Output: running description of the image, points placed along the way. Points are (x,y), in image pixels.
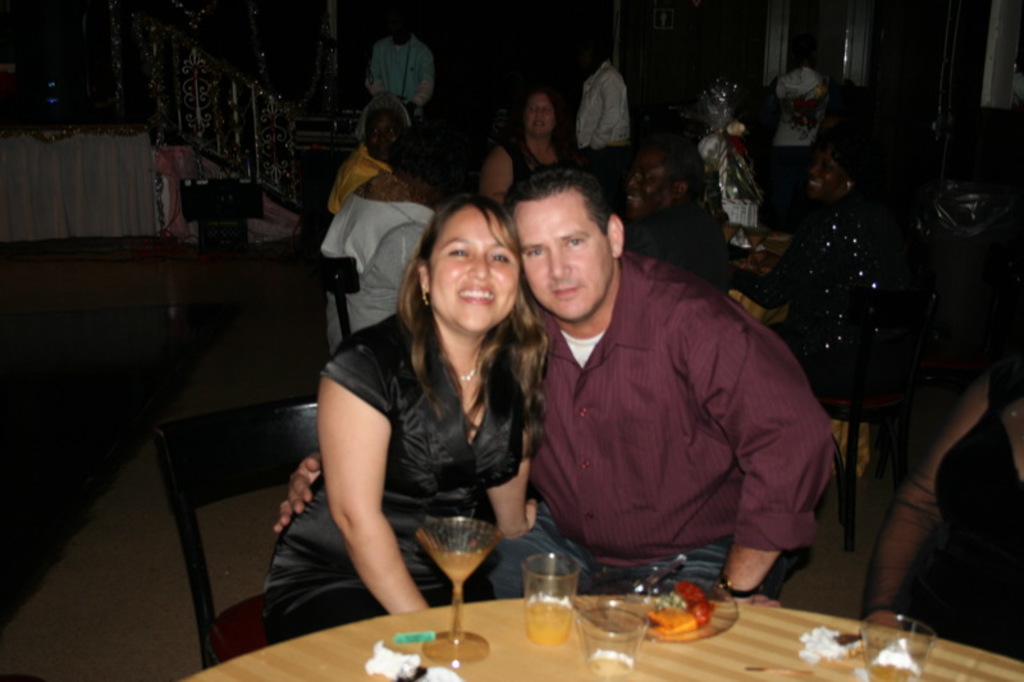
In this image I can see two people (524,422) sitting in-front of the table (521,609). On the table (473,618) there is a plate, glasses (538,577). In the back ground (531,139) there are group of people (854,183) and also a railing (179,131).
